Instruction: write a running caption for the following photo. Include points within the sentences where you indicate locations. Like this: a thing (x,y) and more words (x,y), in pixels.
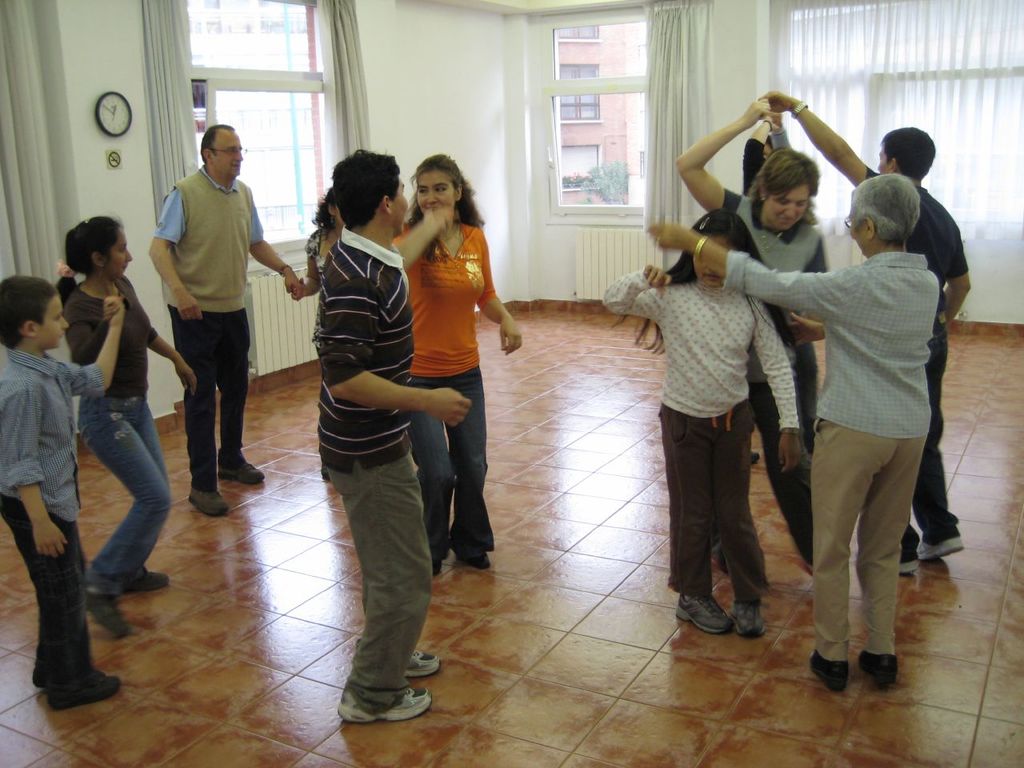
In this picture we can see some people (474,356) are dancing. In the background of the image (34,73) we can see the curtains (65,150), windows (271,165), clock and board (111,155) are present on the wall (88,127). Through the windows (223,100) we can see the buildings (562,160), windows (589,156), tree (603,170). At the bottom of the image (162,723) we can see the floor (455,681).
